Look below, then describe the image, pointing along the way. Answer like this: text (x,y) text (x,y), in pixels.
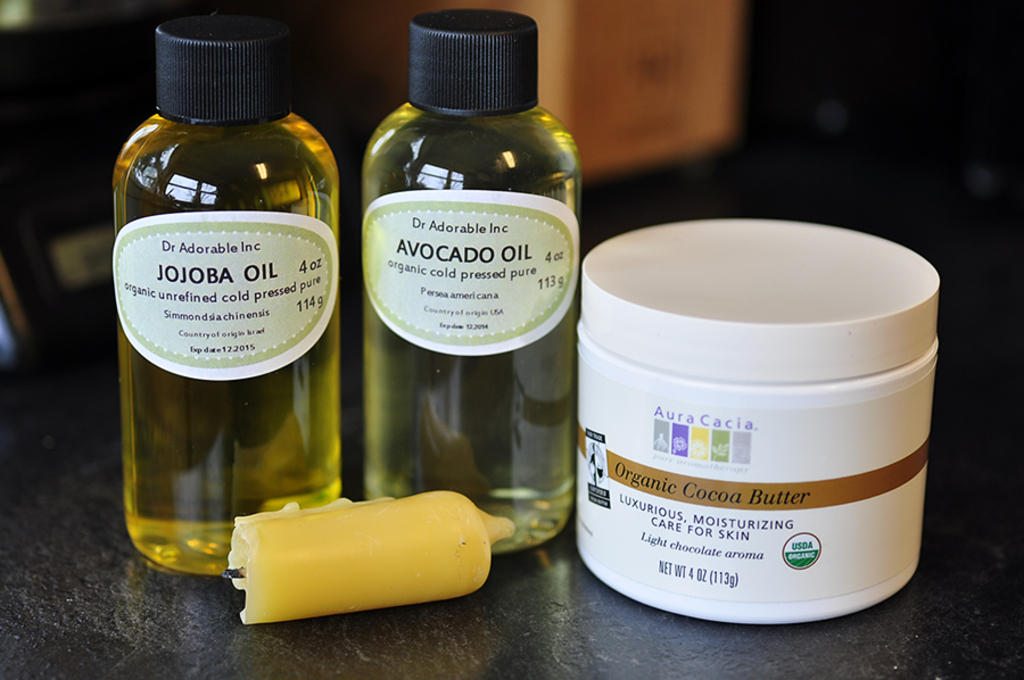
In this image we can see the bottles (422,457), box (660,466) and a candle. We can see labels (278,369) on the bottles (458,370) and the box (778,442). On the label (216,313) we can see the text (716,575). The background of the image (79,123) is blurred.
